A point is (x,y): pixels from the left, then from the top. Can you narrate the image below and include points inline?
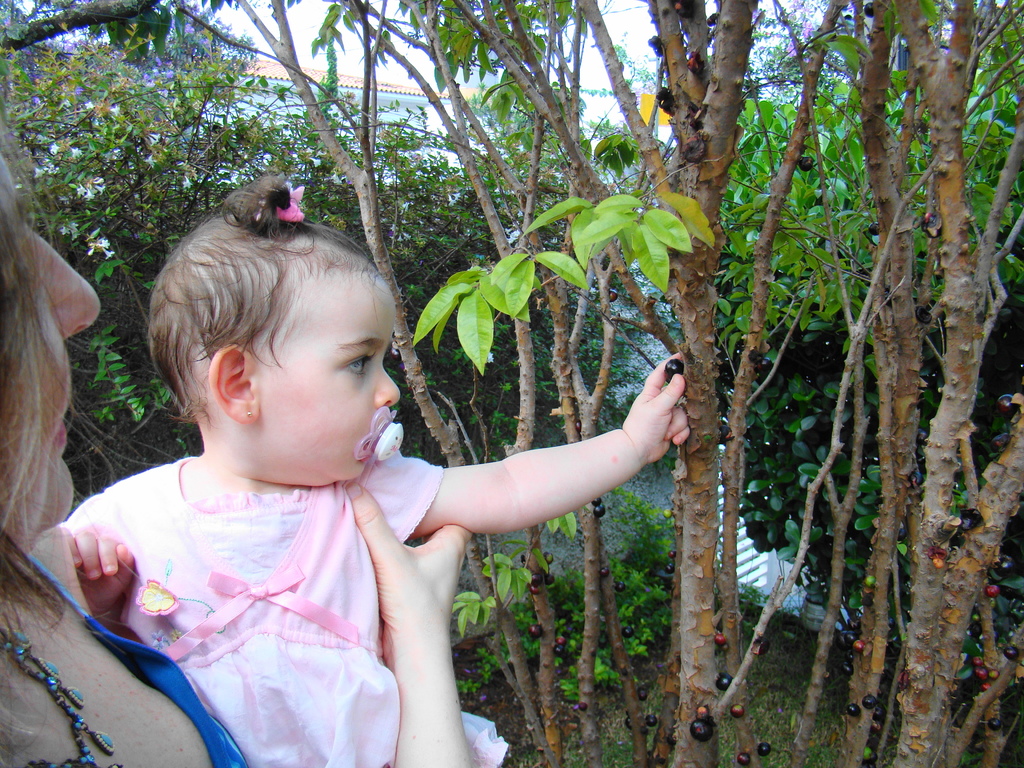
In this picture I can see there is a woman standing here she is carrying a baby (667,387) and the baby (555,457) is holding a berry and there are trees (65,28) in the backdrop (381,158).
